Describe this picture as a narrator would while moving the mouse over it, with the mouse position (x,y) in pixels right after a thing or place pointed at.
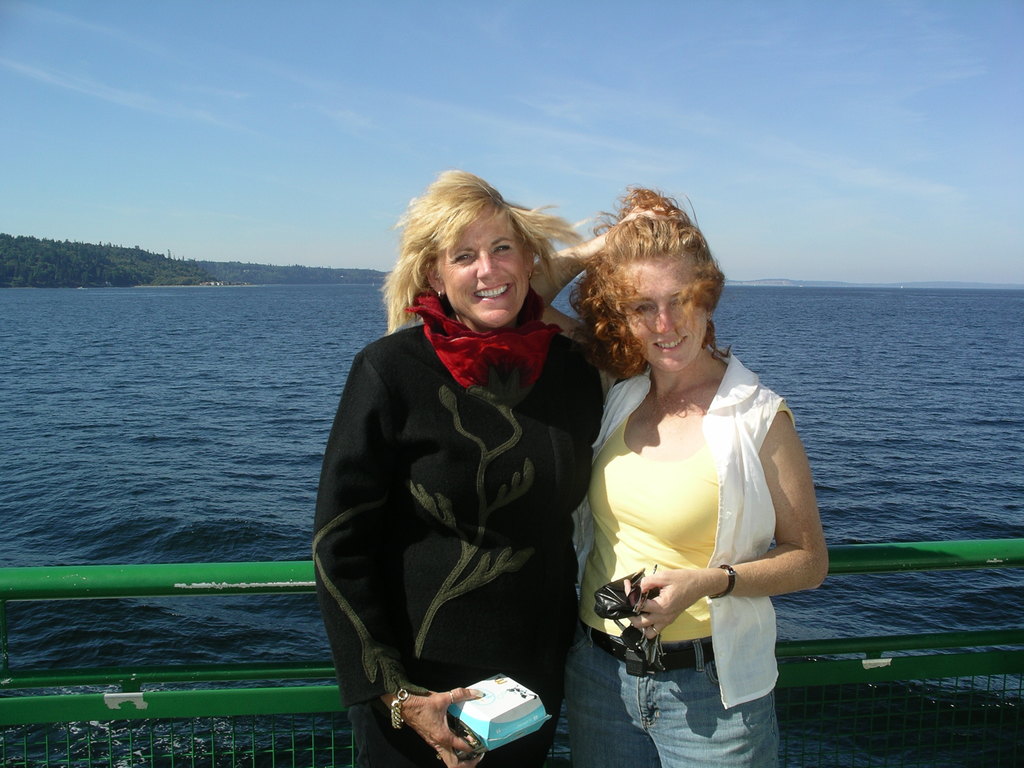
In this image there are two persons (557,351) wearing a smile on their faces (667,298) and they are holding some objects (492,683). Behind them there is a metal fence (232,703). In the background of the image (203,381) there is water (200,351). There are trees (187,268), mountains (298,266) and sky (360,116).
